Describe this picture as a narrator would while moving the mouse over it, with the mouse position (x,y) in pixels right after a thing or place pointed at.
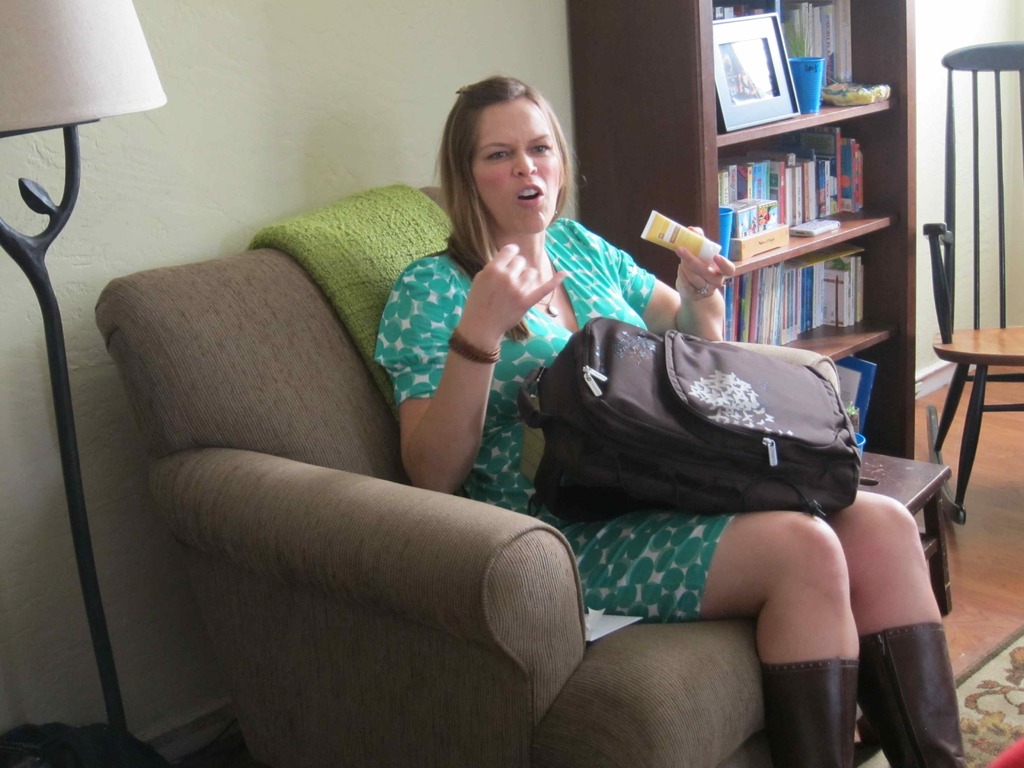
Here in this picture we can see a woman (483,375) sitting on a chair (559,544) with a bag (663,436) on her and beside her we can see a rack (724,150) of books (850,156) present.
